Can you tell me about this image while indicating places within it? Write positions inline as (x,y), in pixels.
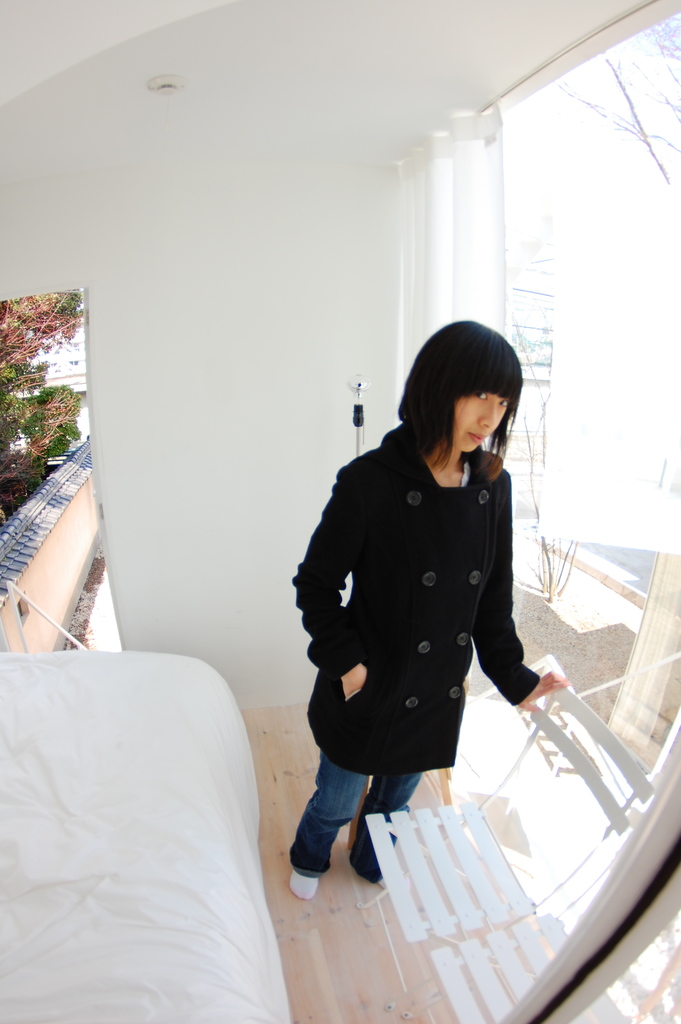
In this image I can see a woman (456,648) is there, she wore black color coat (436,630), blue color trouser (402,780). On the right side (579,131) there is the glass wall (618,642), at the bottom (471,881) there are chairs (515,881) in white color.
